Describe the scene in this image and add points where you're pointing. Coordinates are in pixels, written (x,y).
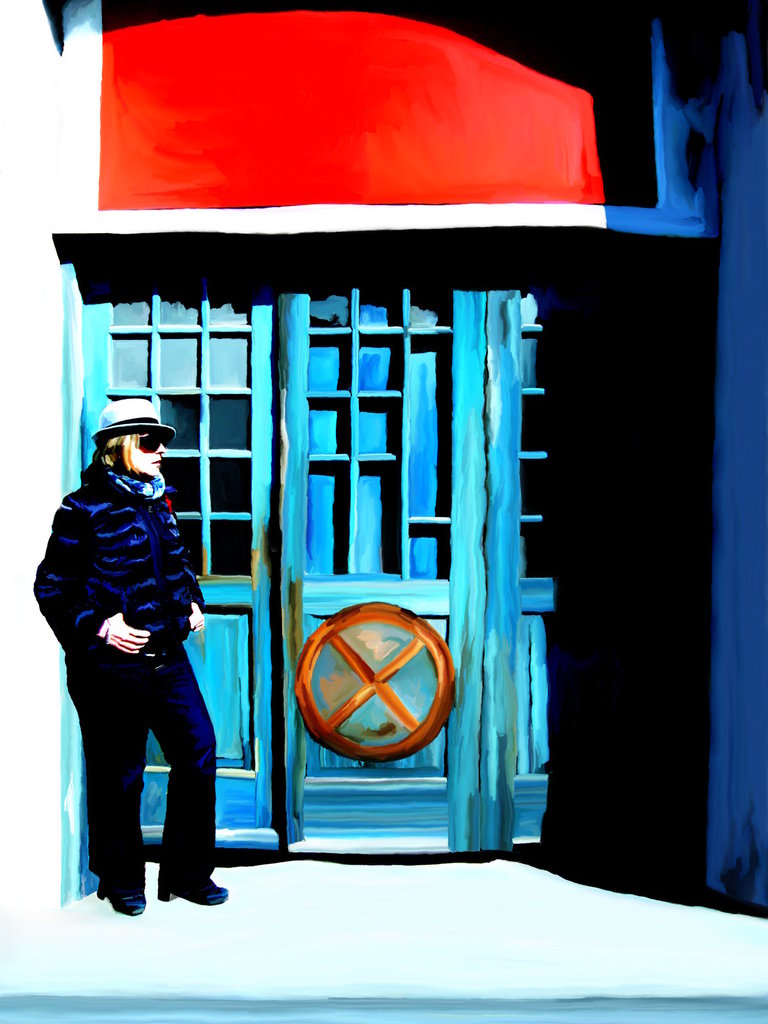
This is a image of the painting (432,875) on which we can see there is a girl (83,705) standing in front of a building (437,621).
